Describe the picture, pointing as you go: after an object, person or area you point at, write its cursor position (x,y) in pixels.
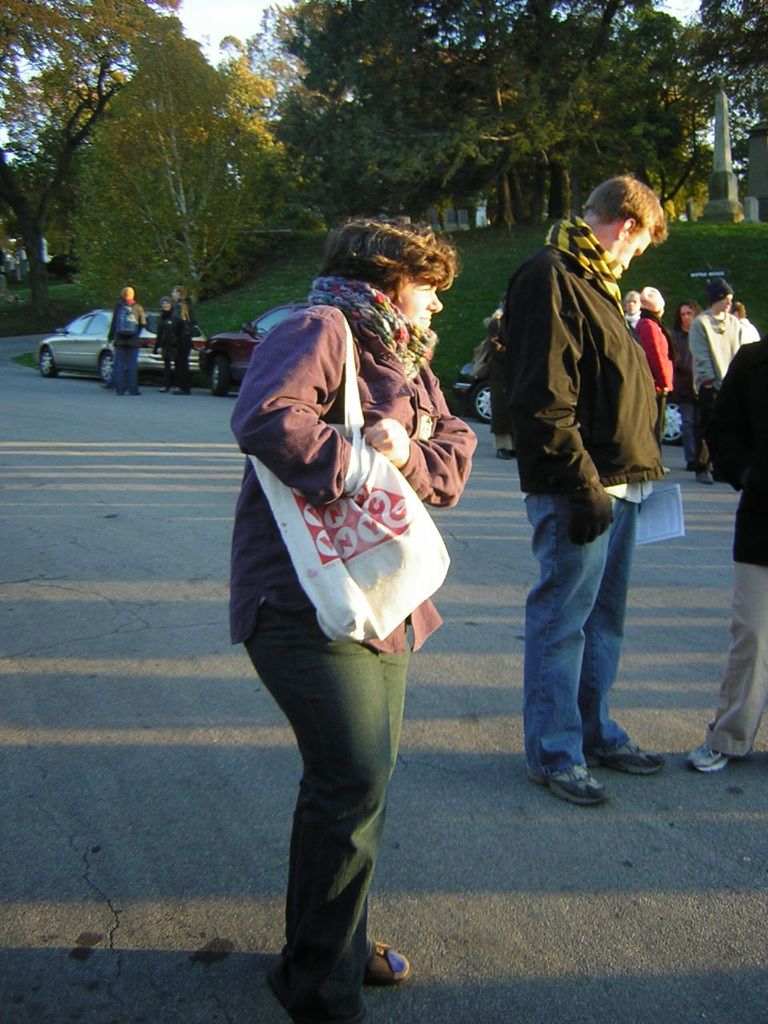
In this image we can see a group of people (343,353) standing on the ground (435,705). In the center of the image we can see some vehicles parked on the ground (701,528). In the background (251,44), we can see grass (716,249), a group of trees (558,138), a statue (732,199) and the sky (255,17).
